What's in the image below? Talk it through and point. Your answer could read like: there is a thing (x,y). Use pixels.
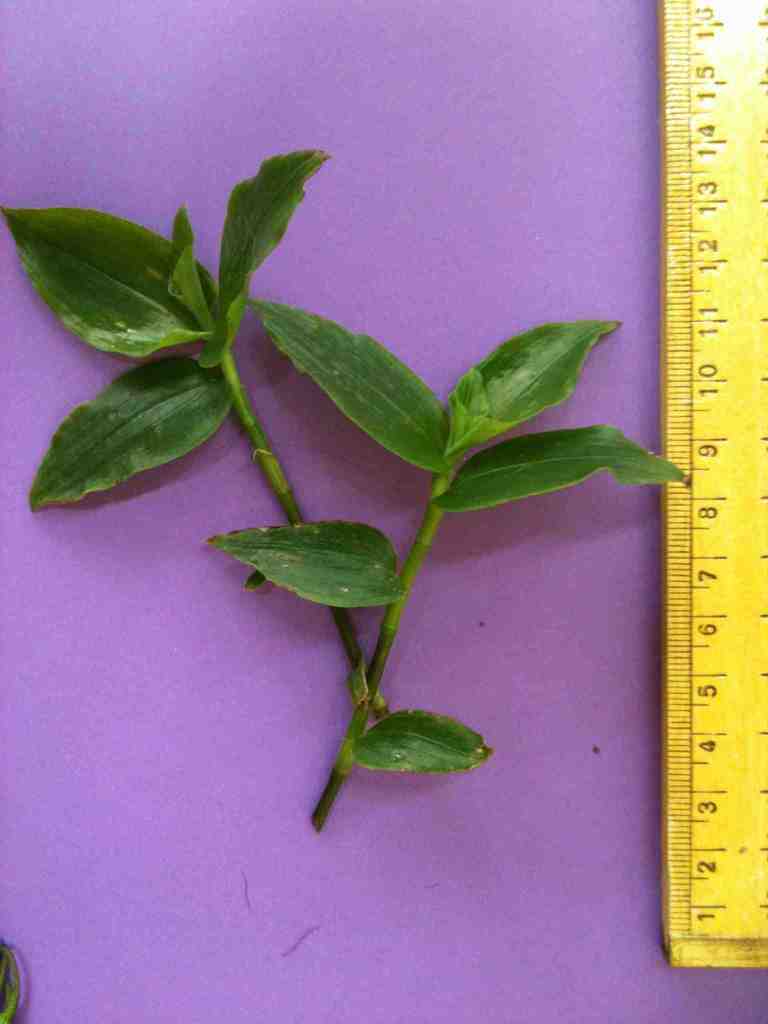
In this image in the front (287,511) there are plants (173,318) on the right side (712,371) there is a scale (721,496).
